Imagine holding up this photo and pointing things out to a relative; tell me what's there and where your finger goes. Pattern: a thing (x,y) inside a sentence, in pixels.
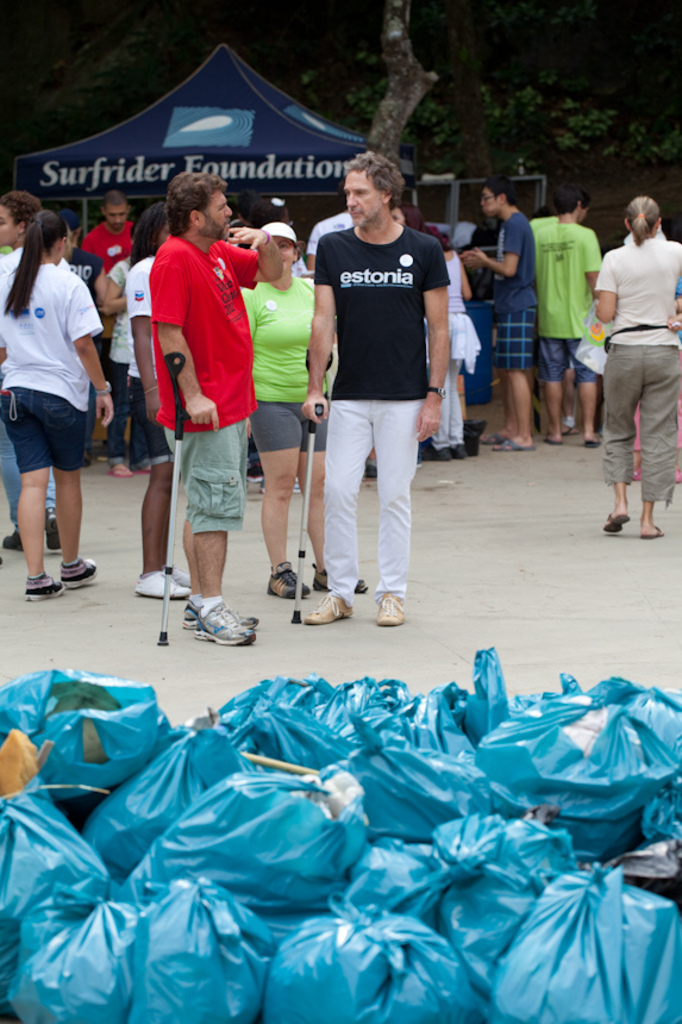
In this image we can see some people (252,317) and cover bags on the floor (248,537), in the background (404,126), we can see a tent (328,141) and some trees (525,72).
